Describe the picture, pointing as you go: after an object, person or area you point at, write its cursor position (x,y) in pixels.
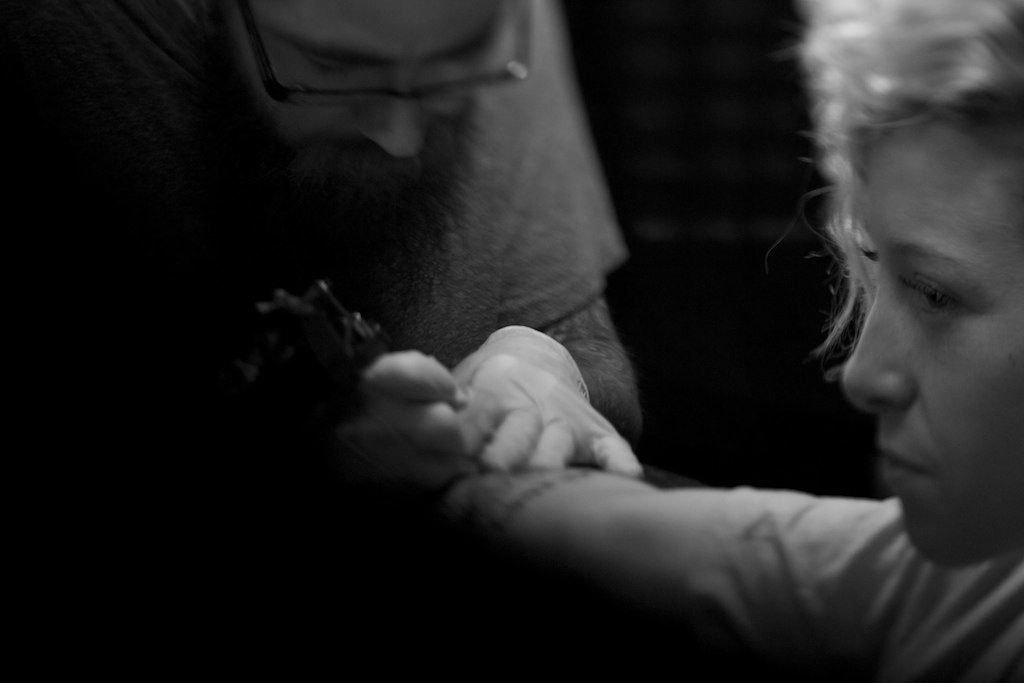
In this image there are two persons (415,147) visible, one person (320,216) holding an object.
